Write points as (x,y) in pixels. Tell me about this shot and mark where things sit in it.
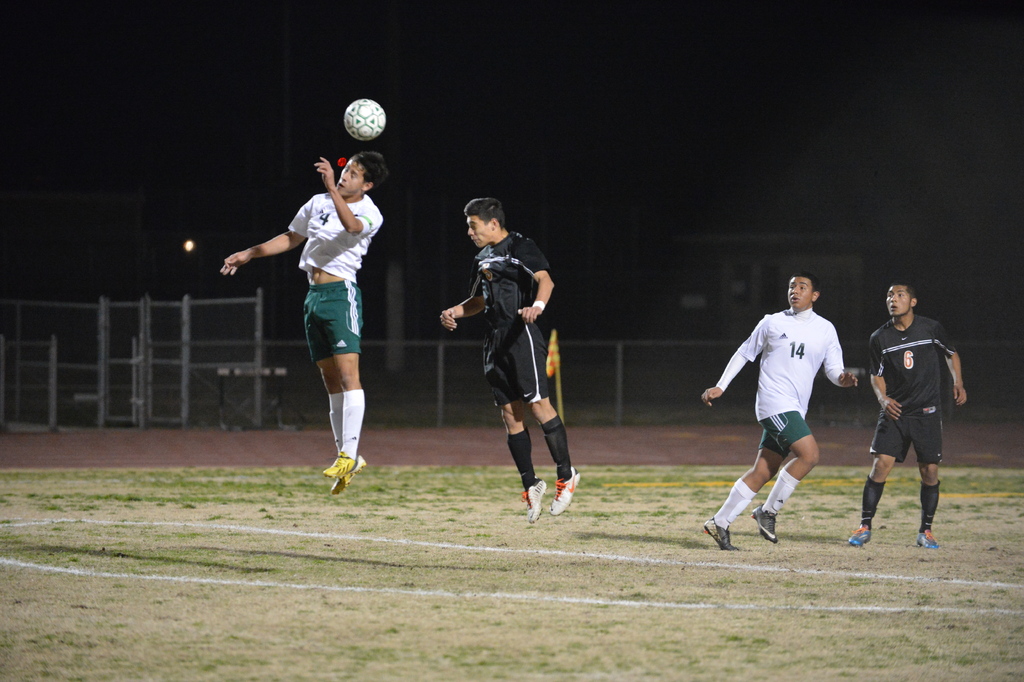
In this picture we can see four persons (530,462) are playing in the ground (995,596). This is the ball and there is a light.
